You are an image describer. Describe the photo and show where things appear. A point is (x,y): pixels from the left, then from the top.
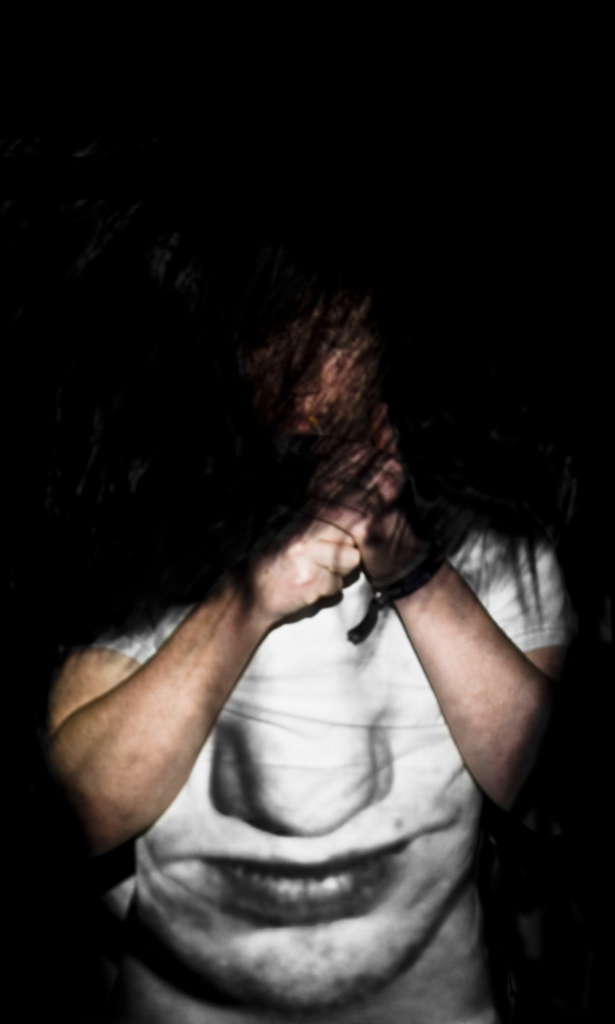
In this image, we can see a person (445,680) is wearing white t-shirt (350,768). On the t-shirt (336,757), we can see human nose (348,799) and mouth (347,865). Background (594,885) we can see dark view.
